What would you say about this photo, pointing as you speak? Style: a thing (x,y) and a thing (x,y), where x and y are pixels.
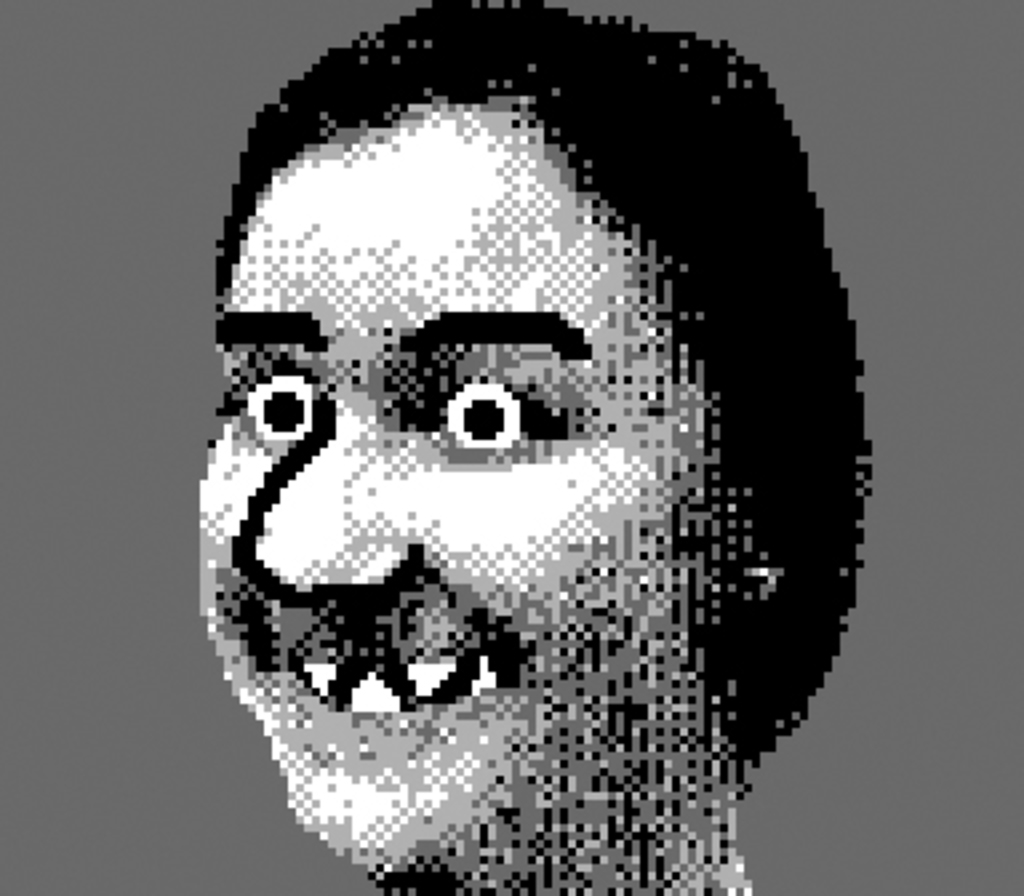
In the image we can see there is a picture of a woman (607,567) which is in black and white colour.
